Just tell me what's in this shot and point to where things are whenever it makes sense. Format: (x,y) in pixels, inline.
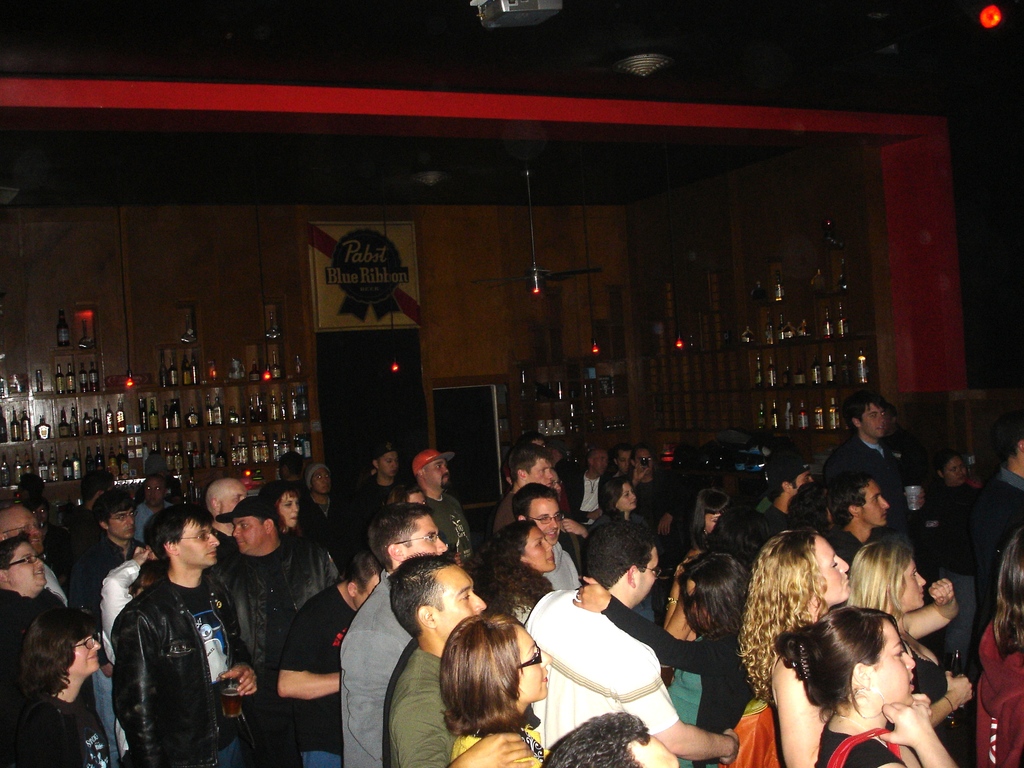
In this image we can see a group of persons (475,603). Behind the persons (501,497) we can see a wall (423,305) and a group of bottles (234,444) on the racks (814,345). On the wall (213,253) we can see the text (338,271). At the top (567,96) we can see the roof (539,104).
